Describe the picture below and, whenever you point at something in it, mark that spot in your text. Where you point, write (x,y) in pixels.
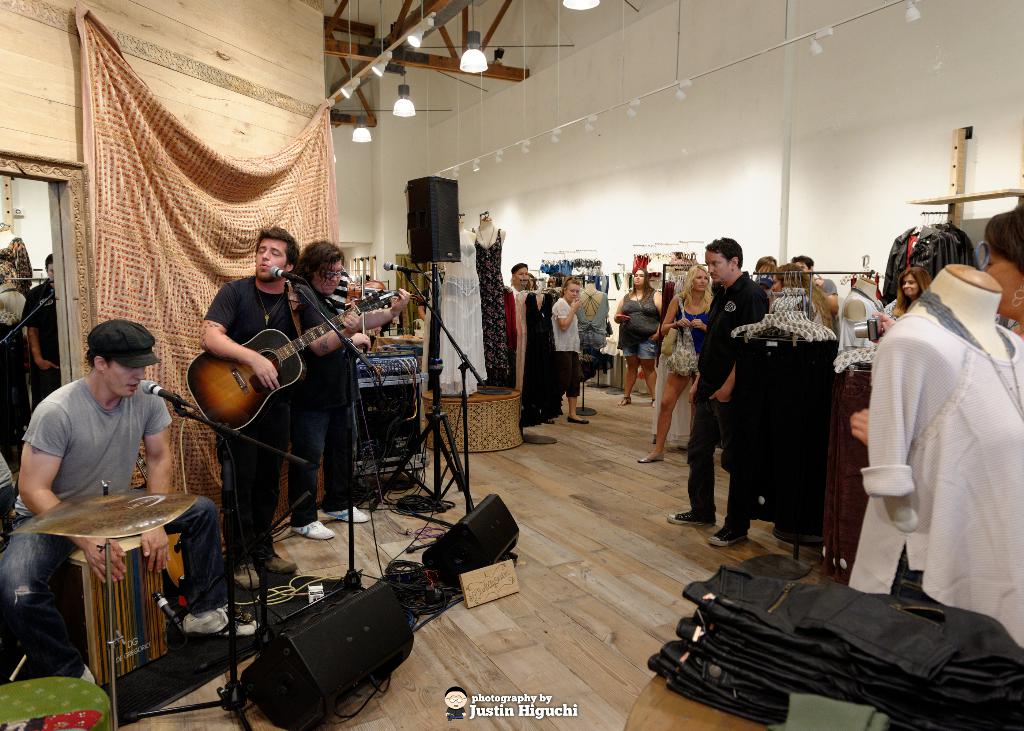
In this image There are few people (334,492) in the store (364,242) in which one of them is playing the guitar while there is a mic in front of him and beside him there is another man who is playing the drums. At the top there is light (466,67). To the right side (694,192) there is a wall (834,186) and people (571,315) in front of the wall (826,163). At the bottom (769,642) there are clothes (761,673).
